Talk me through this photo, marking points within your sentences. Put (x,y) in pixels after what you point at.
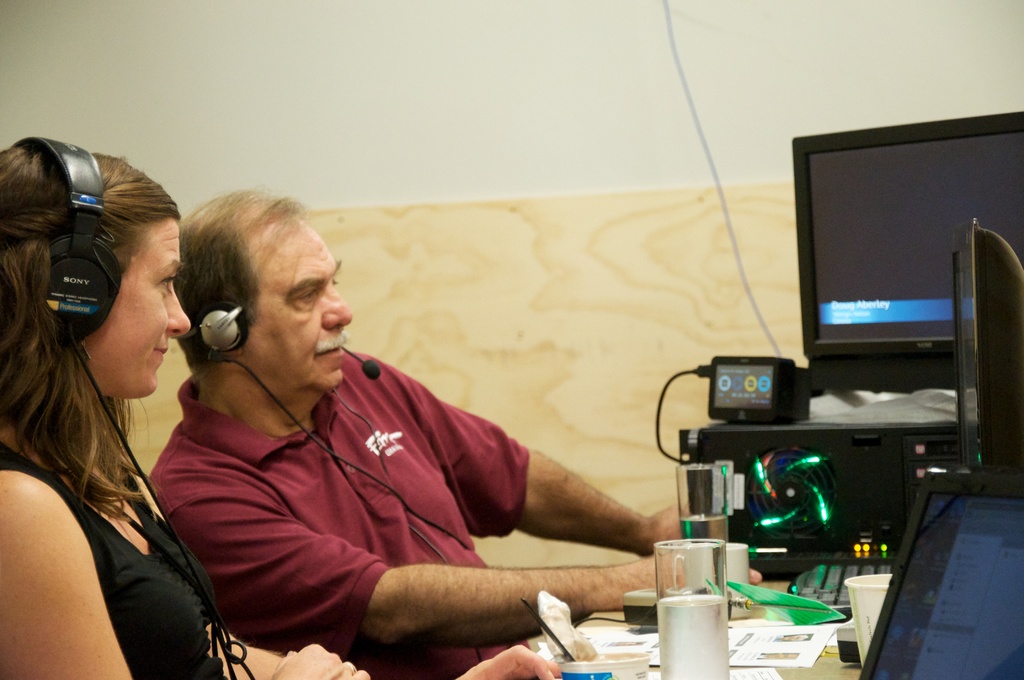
To the left side of the image (21,221) there are two persons (284,639). There is a table (804,671) in front of them on which there are many objects (861,516). In the background of the image (672,253) there is a wall (553,49).
